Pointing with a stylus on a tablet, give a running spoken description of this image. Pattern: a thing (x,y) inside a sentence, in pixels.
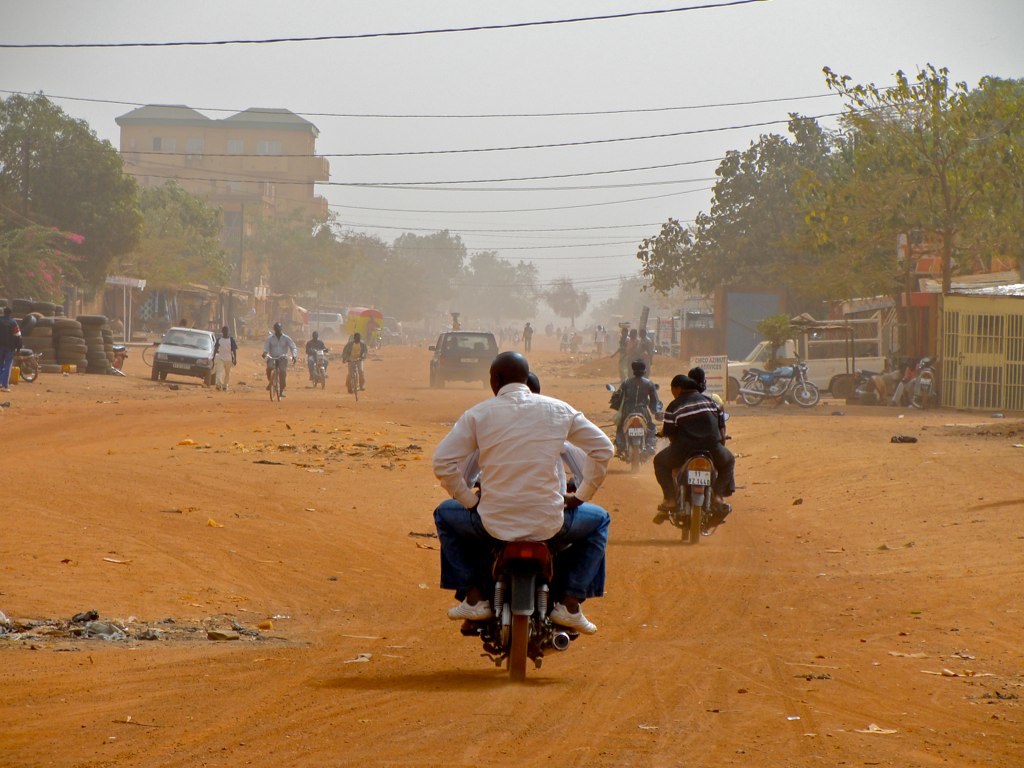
There are people (591,534) on the bikes (25,369), bicycles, vehicles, stalls (70,303) in the foreground area of the image (471,490), there are trees (503,276), buildings (283,214) and the sky (558,39) in the background (558,39).
